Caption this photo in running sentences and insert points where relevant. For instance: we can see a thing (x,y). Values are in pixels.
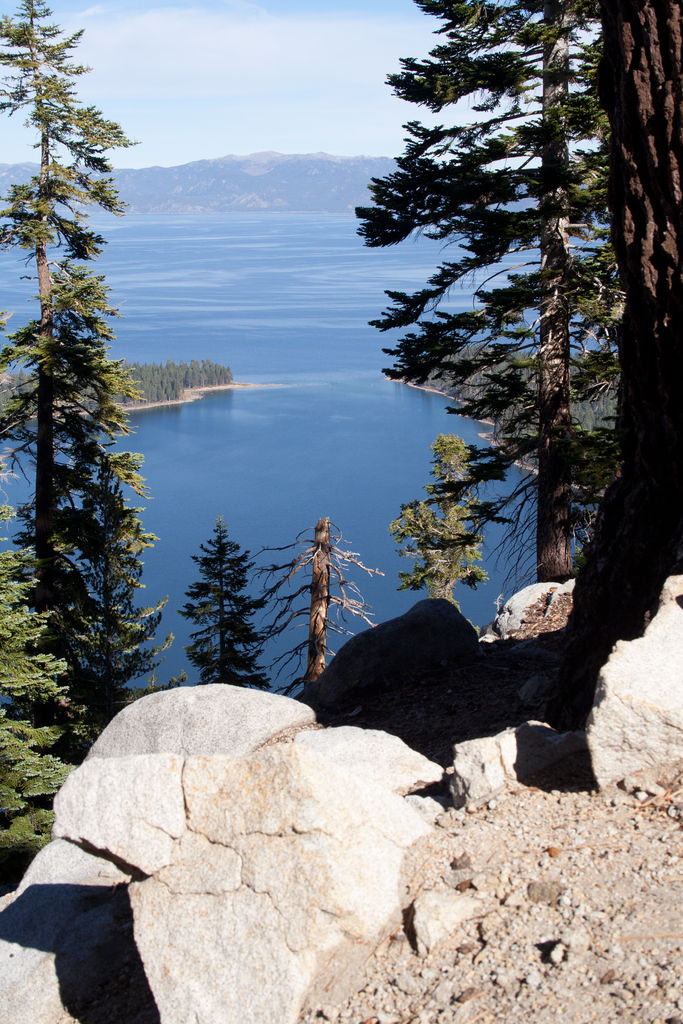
At the bottom of the image (285,812) there are stones (374,778). In the background of the image (246,216) there are mountains (166,195), sky (208,153), water (186,216). In the foreground of the image (18,48) there are trees (668,462).
